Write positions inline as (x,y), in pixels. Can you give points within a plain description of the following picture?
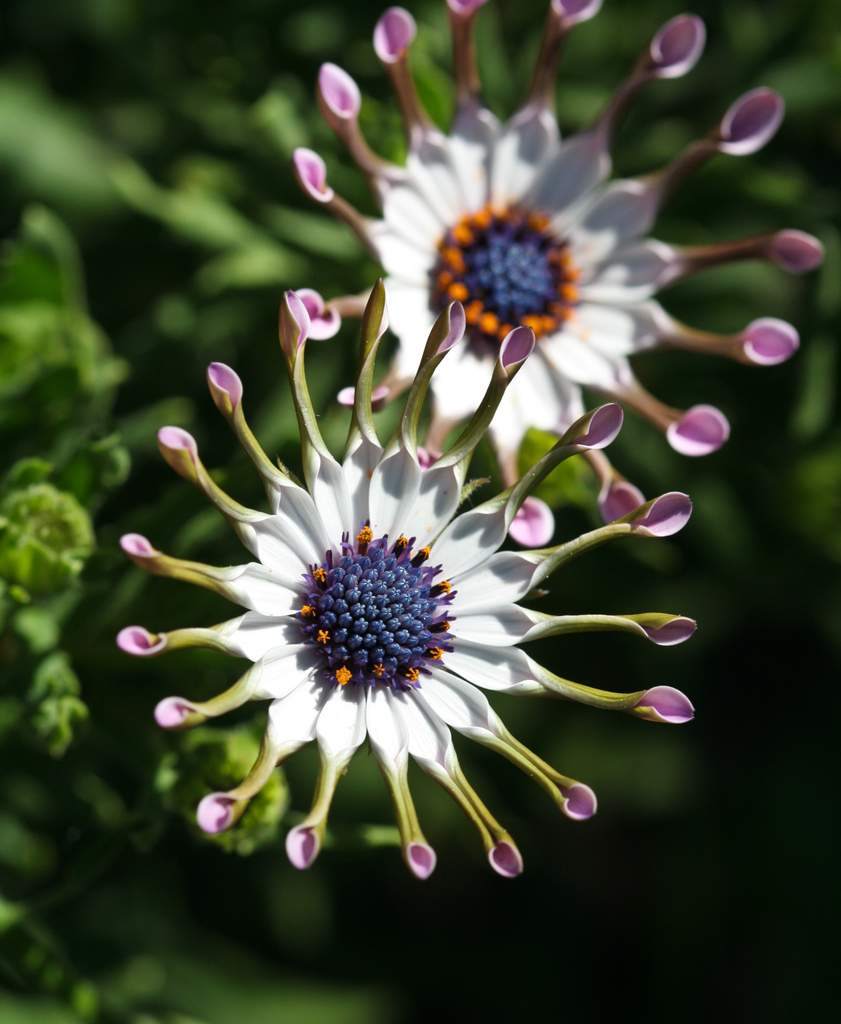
In this image in the center (412,423) there are flowers (446,359) and the background (57,743) is blurry.
